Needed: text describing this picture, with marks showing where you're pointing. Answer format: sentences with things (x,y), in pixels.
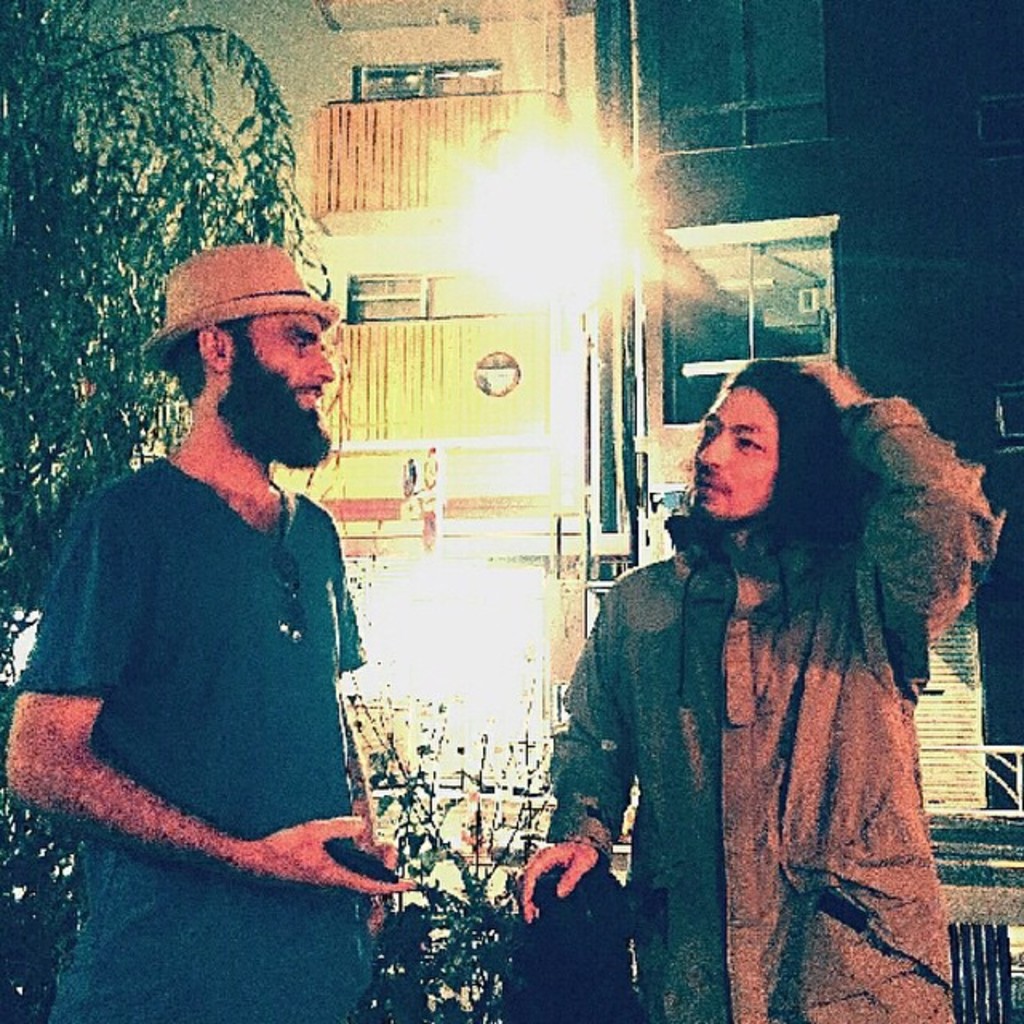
In this image I can see two persons (841,751) are standing on the road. In the background (929,815) I can see buildings (577,619), trees (14,259) and a fence (996,772). This image is taken may be during night on the road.
